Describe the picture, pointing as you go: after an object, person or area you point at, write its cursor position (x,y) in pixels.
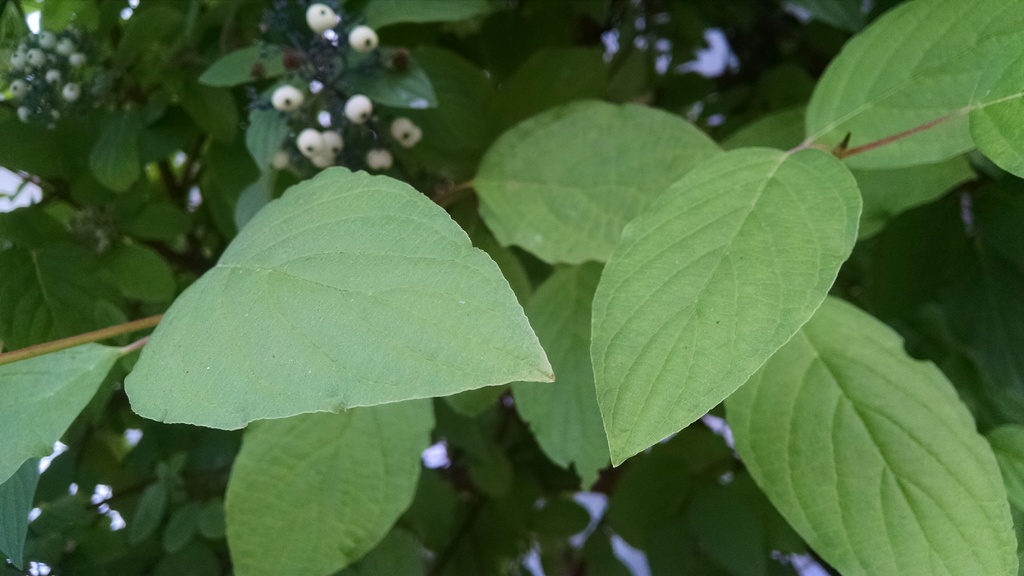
In this image, we can see some green color leaves (969,549).
